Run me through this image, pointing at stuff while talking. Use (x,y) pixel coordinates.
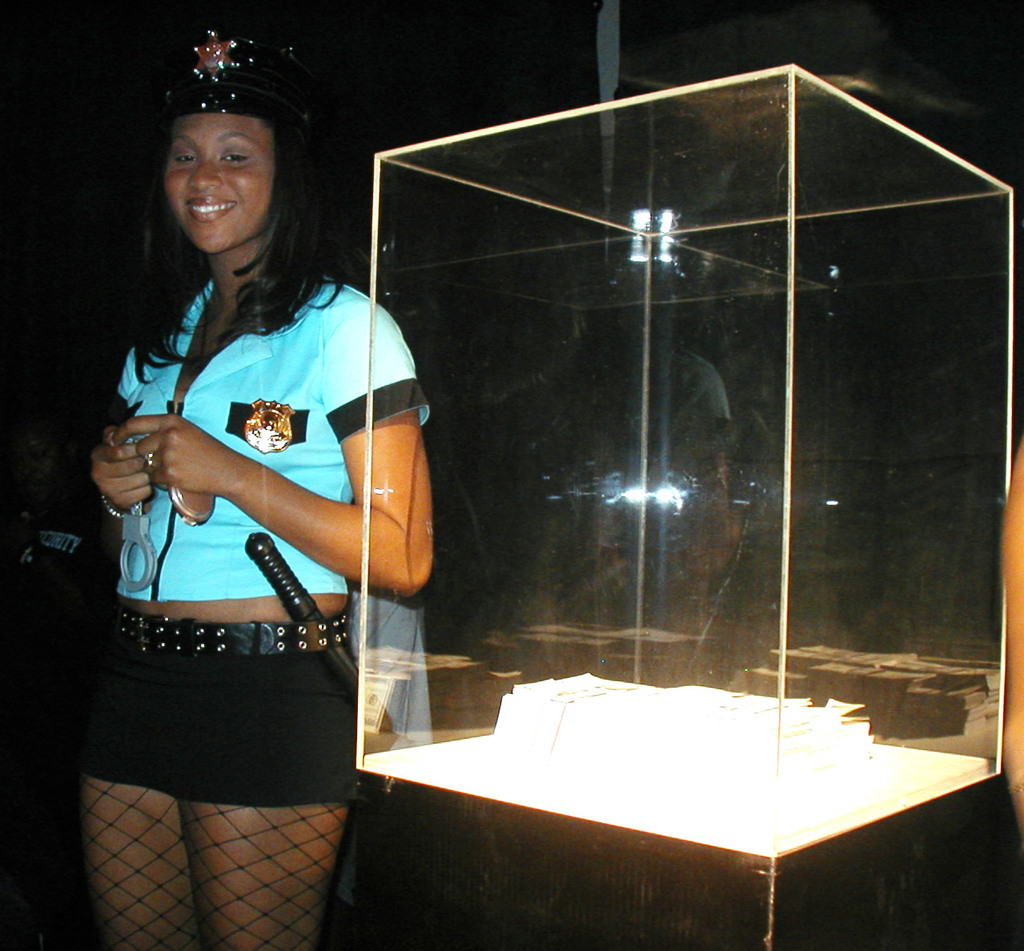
In this picture we can see a woman (303,774) wore a cap (270,50) and standing and smiling, handcuff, glass box (743,834) and some objects (901,676) and in the background (404,114) it is dark.
